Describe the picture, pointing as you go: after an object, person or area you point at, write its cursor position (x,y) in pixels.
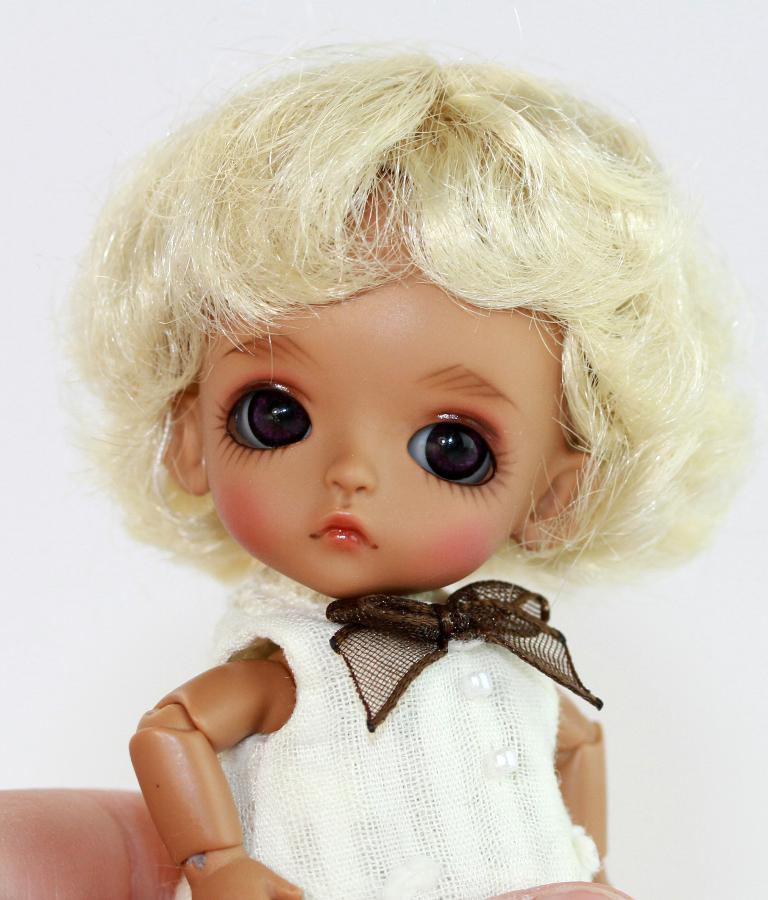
In this image we can see a doll (350,499) and in the background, we can see the wall (721,132).
